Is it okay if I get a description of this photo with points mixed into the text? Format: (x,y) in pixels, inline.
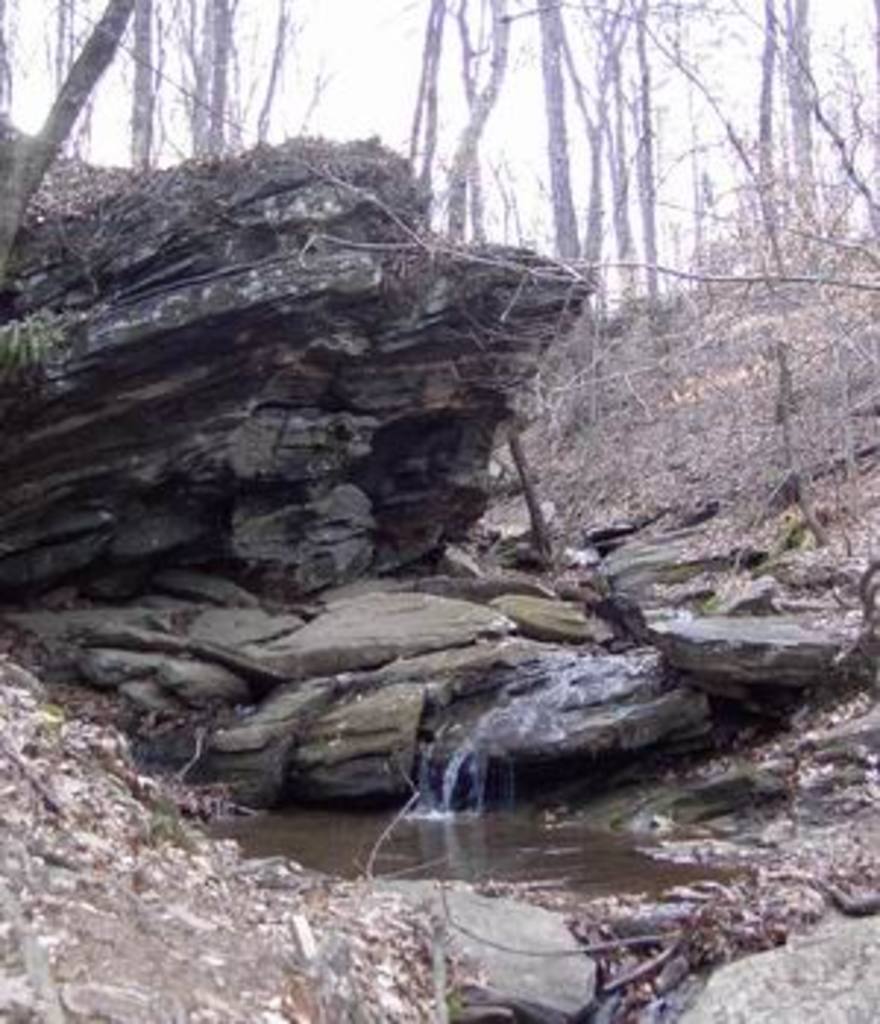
In this image I can see water (653,878) in the front (599,819) and in the background (302,707) I can see few stones (439,618) and number of trees (569,167).
